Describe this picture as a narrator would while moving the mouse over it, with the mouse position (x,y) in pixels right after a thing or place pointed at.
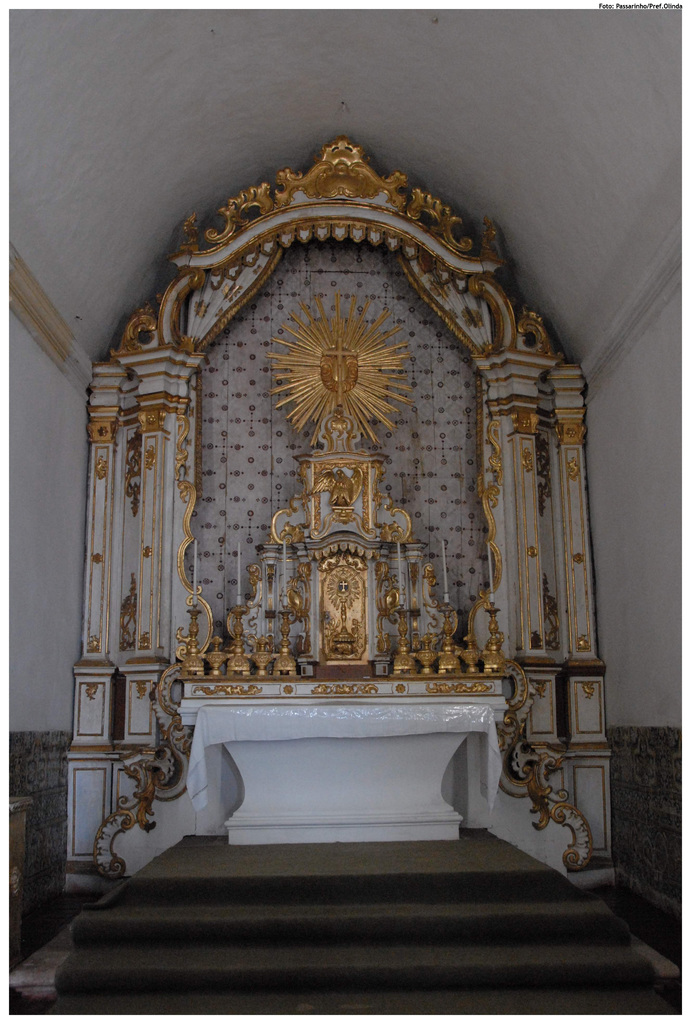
In the center of the image (275,413) there is a wall (208,216). there are sculptures (350,348) on the wall (269,336). there is a statue (363,599). There are candles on the candle stands (410,665). At the bottom of the image (313,884) there are staircases (319,949).
